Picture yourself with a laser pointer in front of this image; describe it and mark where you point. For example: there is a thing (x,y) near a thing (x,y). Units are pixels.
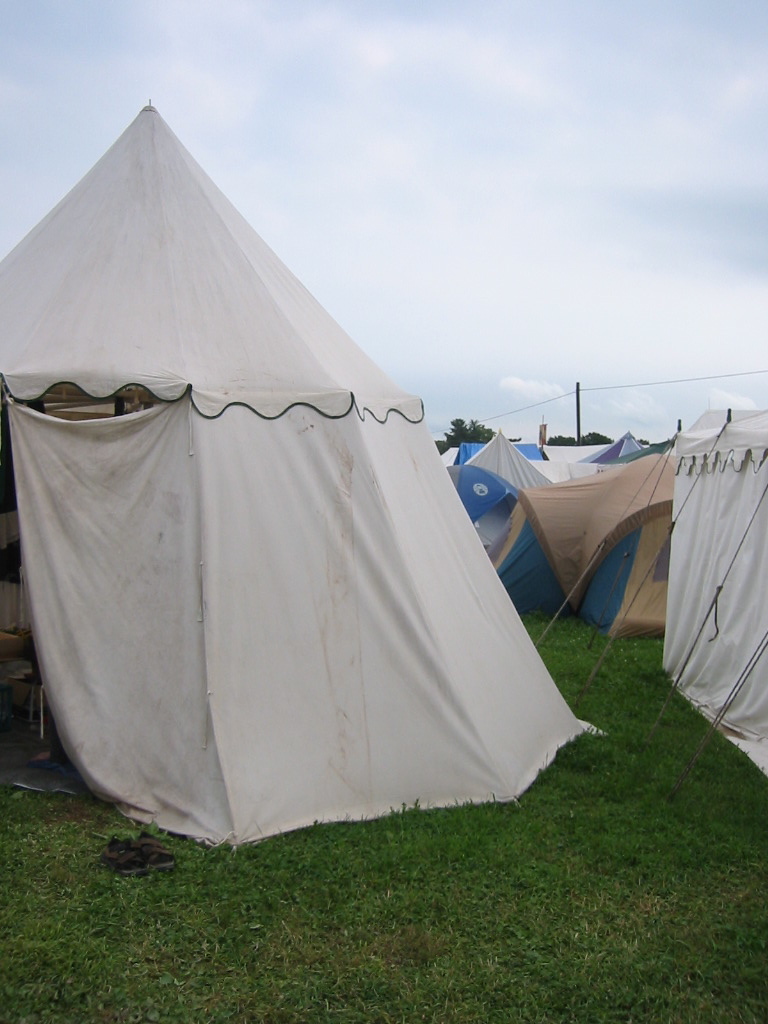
In this picture I can see the grass (594,983) in front (756,922) and I can see number of tents (315,395). In the background (307,111) I can see the sky (230,187).
